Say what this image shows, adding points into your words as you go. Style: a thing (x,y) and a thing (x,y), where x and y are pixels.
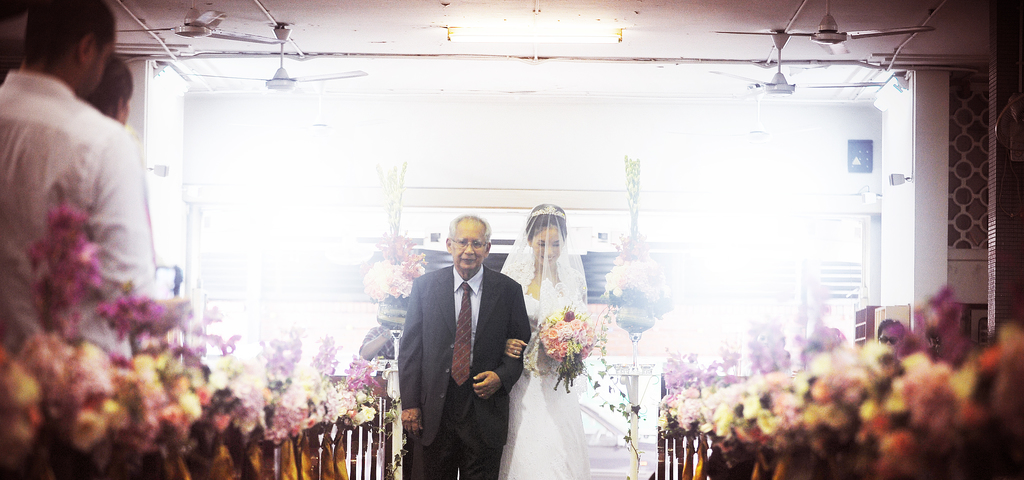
Here in this picture in the middle (464,279) we can see a old man (481,328) and a woman (536,332) standing over there and the old man (450,372) is wearing a suit (446,328) on him and the woman (548,289) is wearing a bridal dress (557,298) on her and holding a flower bouquet (566,353) in her hand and we can see both of them are smiling and beside them on either side we can see flowers (353,408) present over there and on the left side (145,274) we can see people (88,124) standing over there and on the roof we can see fans (729,76) present over there.
